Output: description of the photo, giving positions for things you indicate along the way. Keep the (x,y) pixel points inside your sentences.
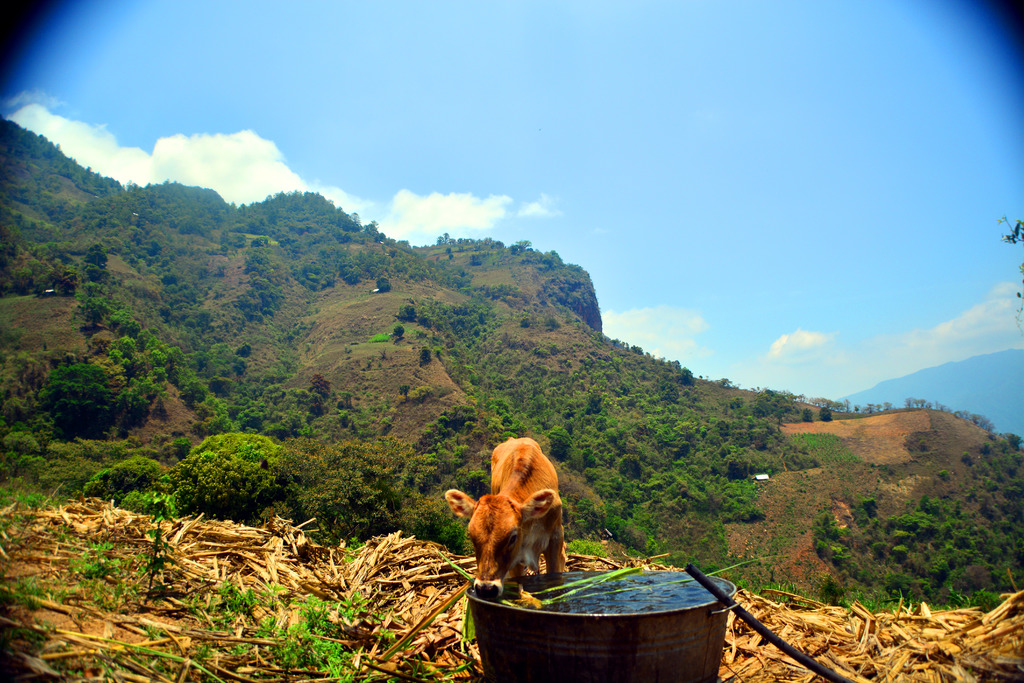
This image consists of trees (431,451) in the middle (510,381). There is sky (517,111) at the top (433,95). There is a container (578,648) at the bottom (596,598), in that there is water (540,588). There is a cow (487,544) drinking that water (622,593).
